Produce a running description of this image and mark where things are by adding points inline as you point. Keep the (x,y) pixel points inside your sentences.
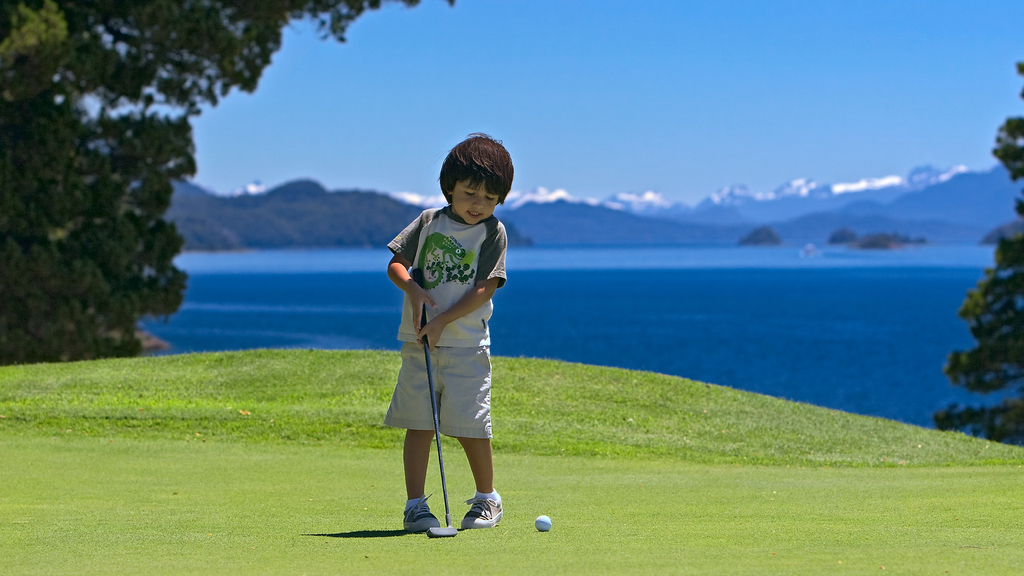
In the center of the image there is a boy (421,505) holding the golf stick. In front of him there is a ball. At the bottom of the image (787,459) there is grass (753,461) on the surface (764,490). In the background of the image (279,157) there are trees (107,222), water (239,263), mountains (384,215) and sky (646,85).
